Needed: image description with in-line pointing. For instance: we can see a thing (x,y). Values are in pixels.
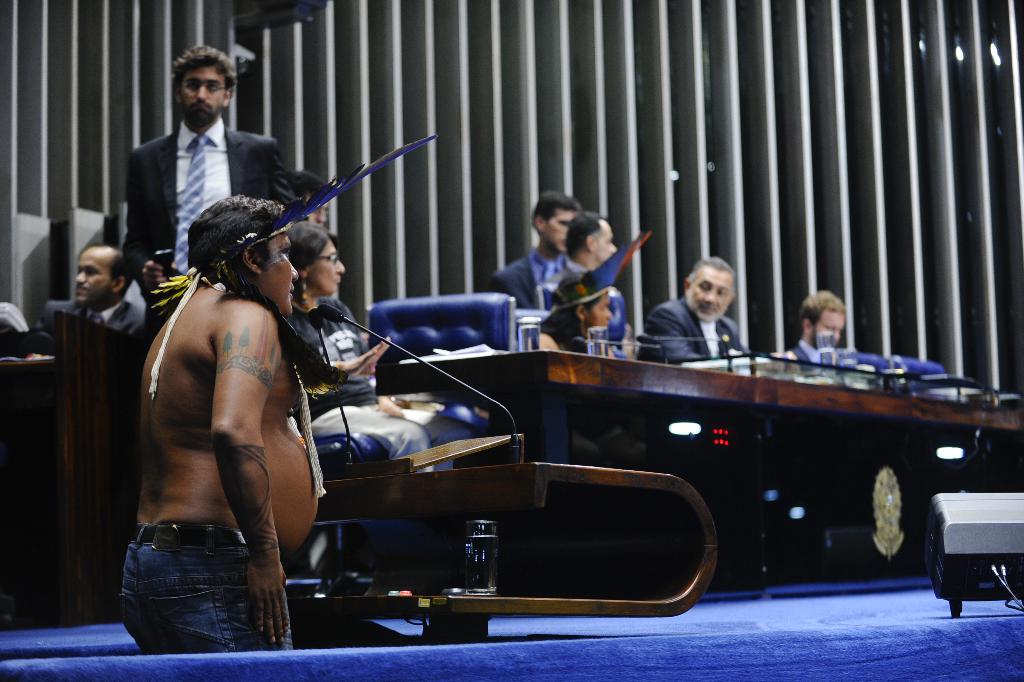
In this picture I can observe some people (694,311) sitting on the stage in front of a table (642,462). I can observe men (669,359) and women (576,309) in this picture. There is a person (154,384) standing on the left side (183,387). I can observe a feather (361,174) on his head (239,236). In front of him there is a mic (451,375).
